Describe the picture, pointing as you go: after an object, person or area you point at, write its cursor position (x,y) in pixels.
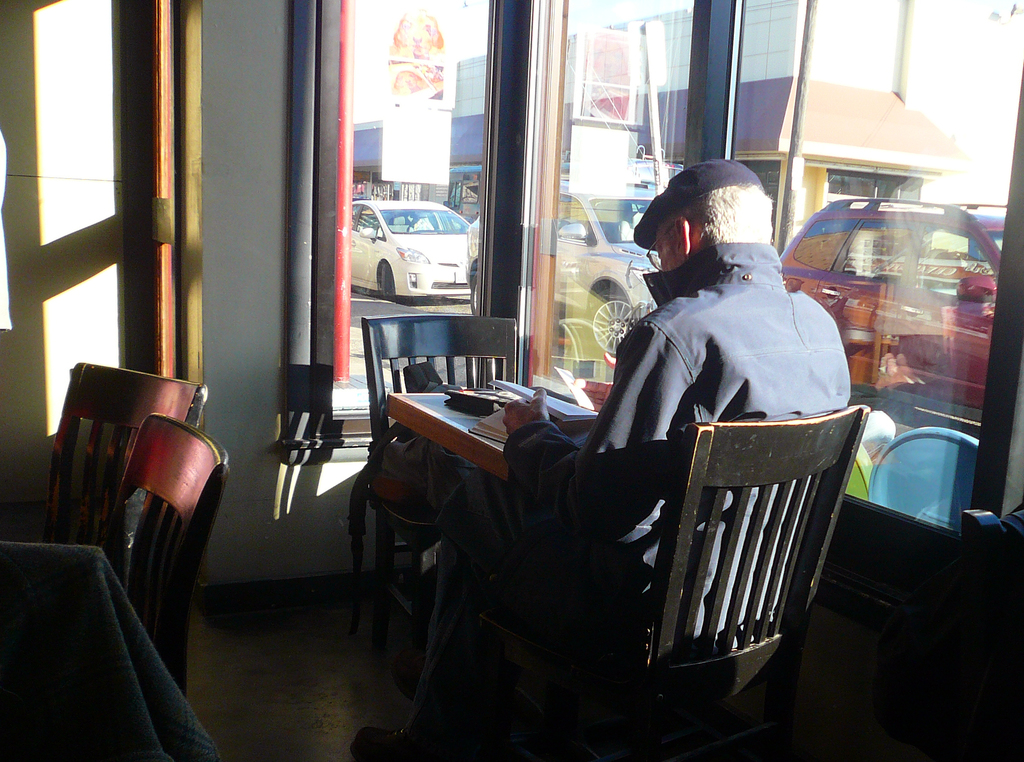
In this image, we can see a person (747,364) sitting. We can see some chairs (717,469). We can see a table (454,441) with some objects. We can also see some cloth (133,651) on the left (147,743). We can see the ground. We can see the wall (31,535) with some poles (1020,221). We can see some glass (915,302). There are a few vehicles (886,280). We can see some buildings (670,21). We can see some boards (390,150) with images (624,48). We can also see some objects (953,436) on the right (907,467).
